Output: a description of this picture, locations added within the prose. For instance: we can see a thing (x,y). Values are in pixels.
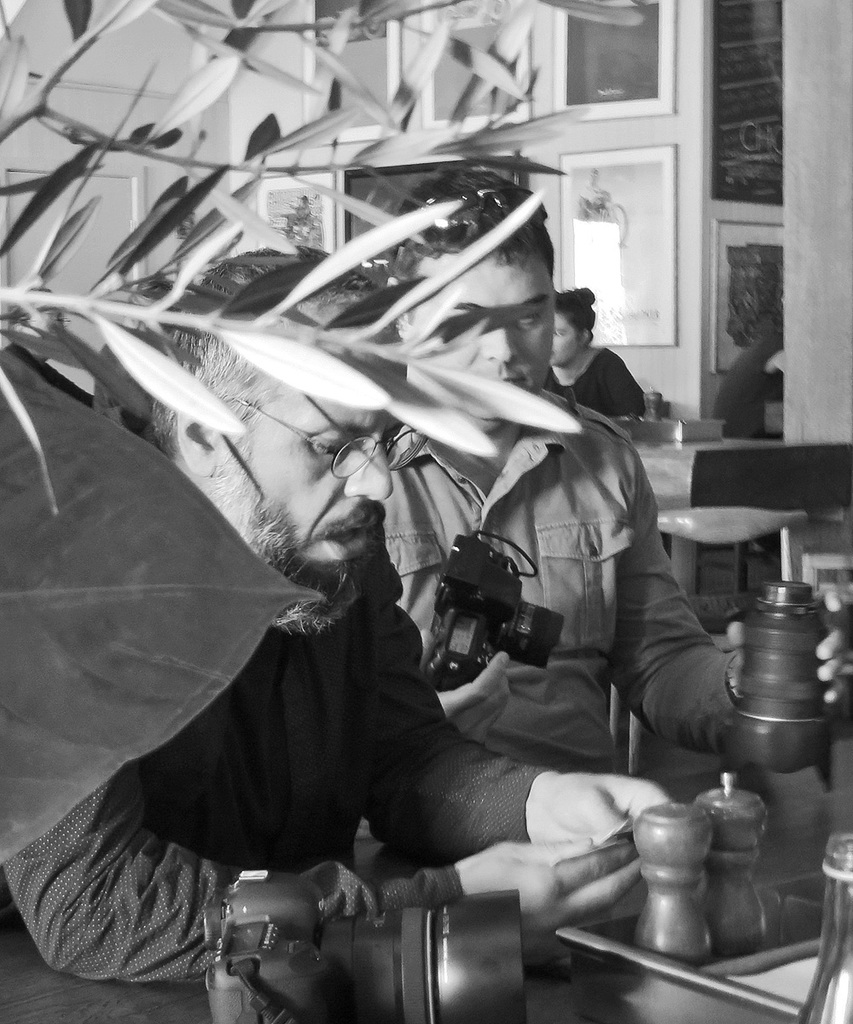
This is a black and white picture. On the left (197,235) there are stems (386,326). In the center of the picture (339,669) there are two men (437,720) sitting, in front of them there is a camera (308,938). On the right (828,985) there are bottle (828,939) and jars (646,836). In the background (634,399) there are tables (756,440), frames (629,327), door (96,225) and a woman (611,377) sitting.
